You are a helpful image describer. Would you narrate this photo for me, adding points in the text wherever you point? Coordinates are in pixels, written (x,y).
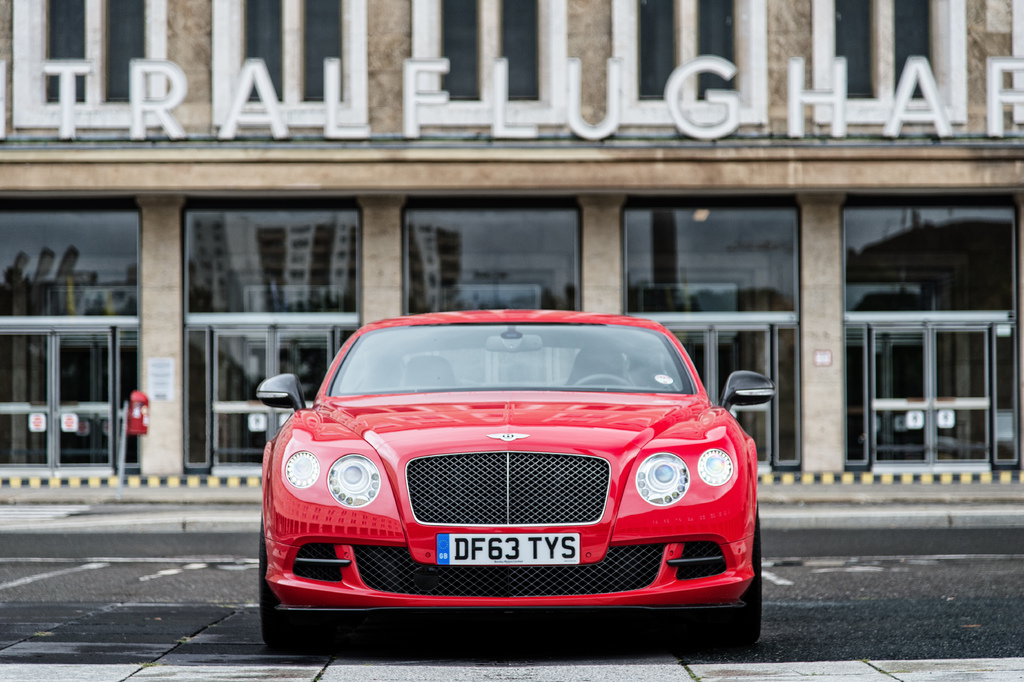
In this picture there is a red car (551,428) in the foreground (585,406). At the back (847,245) there is a building (374,121) and there is text (707,128) on the wall (981,109) and there are reflections (204,277) of buildings (986,252) on the mirrors (540,258). On the left side of the image (246,437) there is a door (2,375) and there is an object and there is a poster (170,371) on the wall (174,400). At the bottom (254,561) there is a road (949,549).
